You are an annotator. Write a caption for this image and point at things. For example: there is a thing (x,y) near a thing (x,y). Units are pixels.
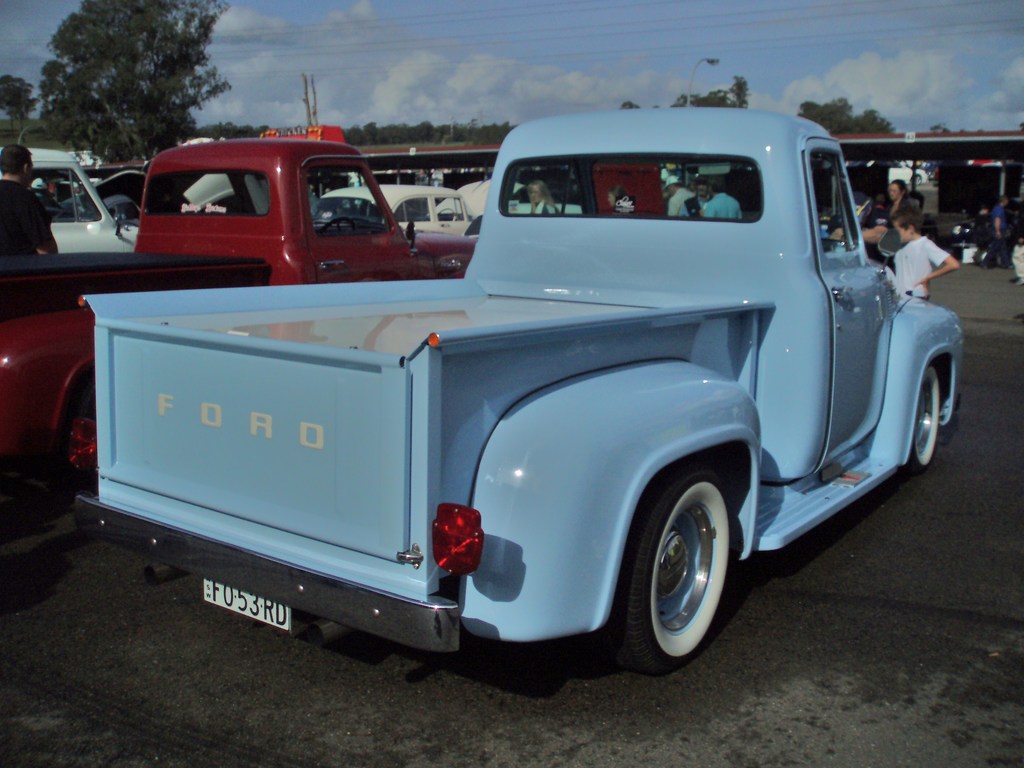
In this image there are a few cars (258,244) parked in the parking lot (15,678), around them there are a few people (675,196) around the cars (647,262), in the background of the image (402,162) there are shops (857,162), lamp posts (692,88), trees (168,137), at the top of the image (475,37) there are clouds (427,55) and cables (510,43).
